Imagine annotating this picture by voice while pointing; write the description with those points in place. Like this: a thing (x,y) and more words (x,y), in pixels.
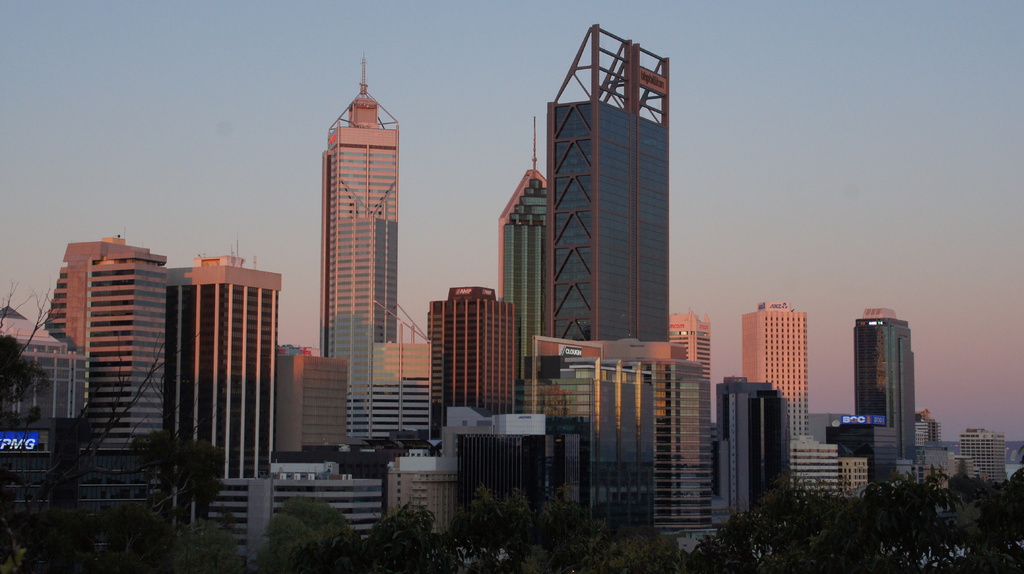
In this picture we can see trees (490,528), posters (15,447), buildings (743,421) and in the background (752,137) we can see the sky (762,160).
